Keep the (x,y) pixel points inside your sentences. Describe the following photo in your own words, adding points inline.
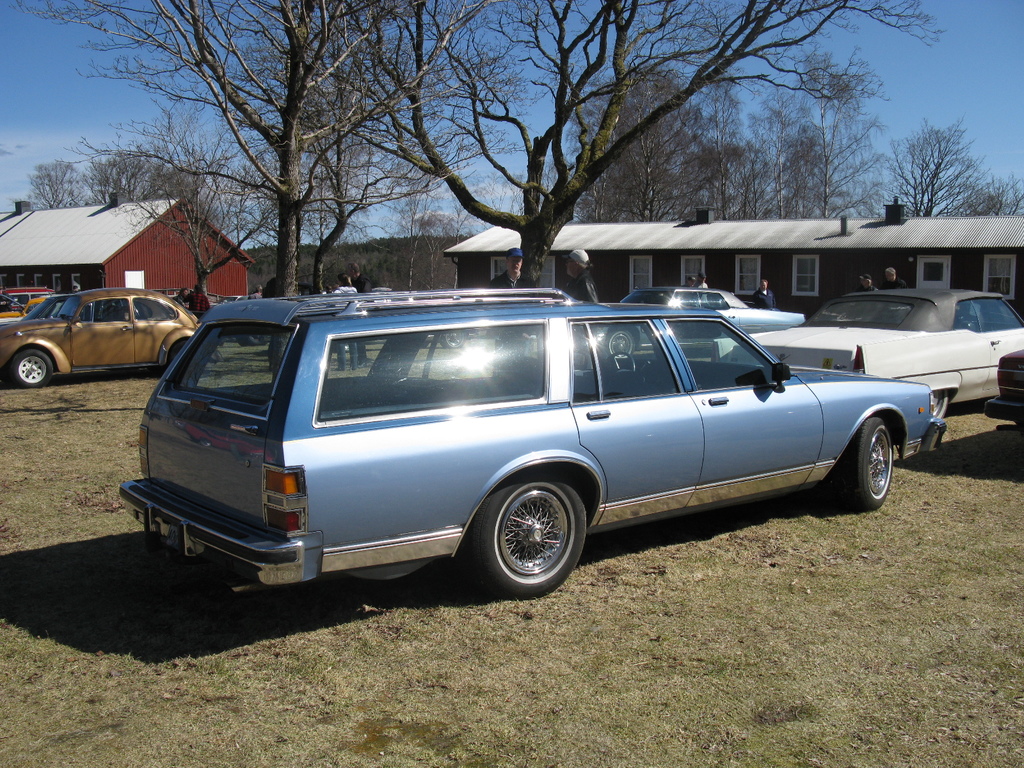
In this image there are houses (717,246), trees (807,168), grass (199,690), people (195,286), vehicles (959,314), sky (993,156) and objects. Land (605,580) is covered with grass (394,629).
